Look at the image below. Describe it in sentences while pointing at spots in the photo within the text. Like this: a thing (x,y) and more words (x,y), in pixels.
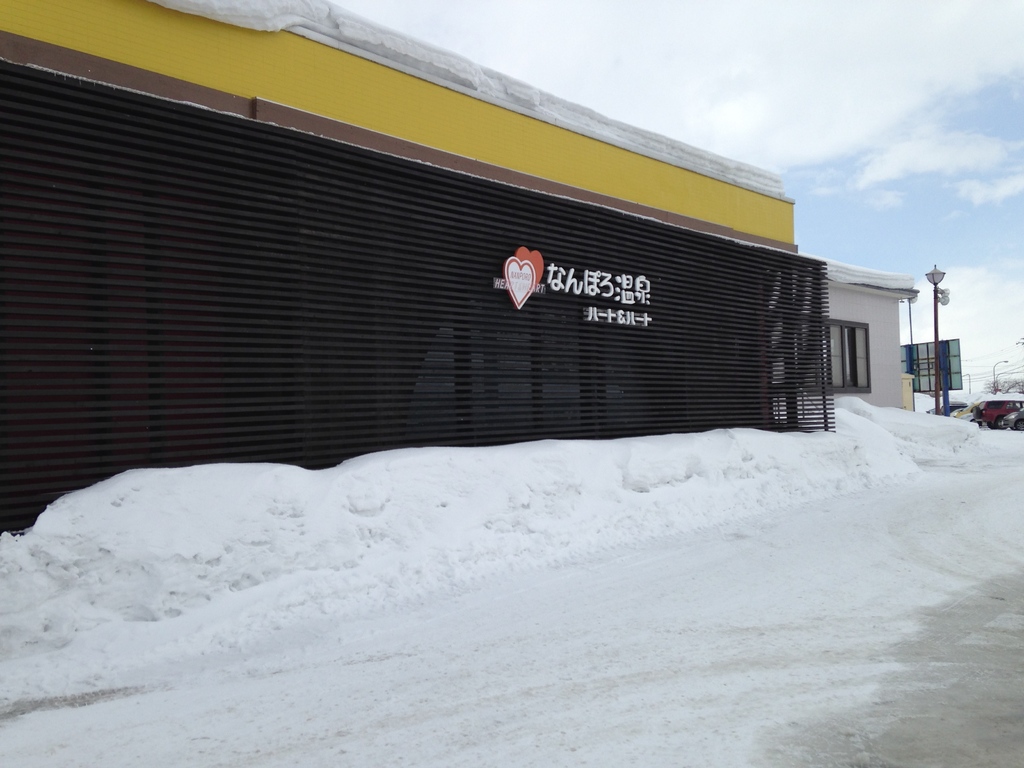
In this picture we can see a building (661,269) with a name board (591,315). On the right side of the image (1012,410), there are vehicles (977,406), a street light (938,394) and snow (951,401). At the top of the image (699,63), there is the sky (833,197). At the bottom of the image (618,752), there is a walkway (955,608).
